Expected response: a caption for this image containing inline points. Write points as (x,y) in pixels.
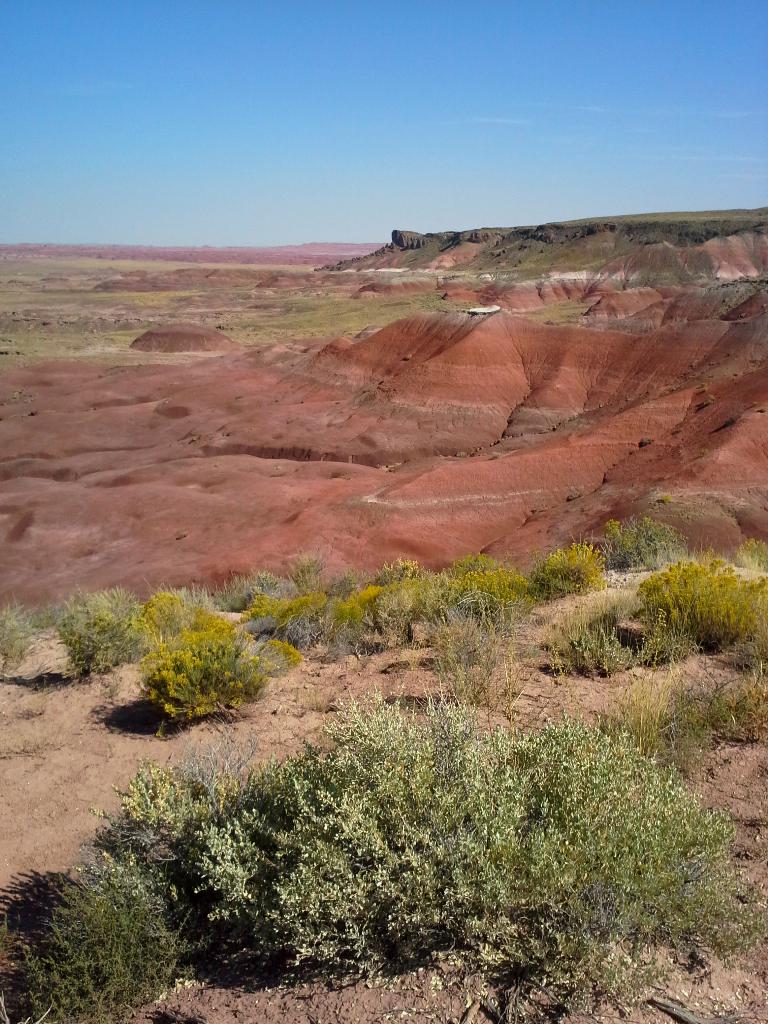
In this image there are small plants (313,765), in the background (287,488) there is land (115,294), in that land (366,294) some area (217,403) is covered with red soil (274,498) and other one is in green in the background (377,213) there is blue sky (575,74).
